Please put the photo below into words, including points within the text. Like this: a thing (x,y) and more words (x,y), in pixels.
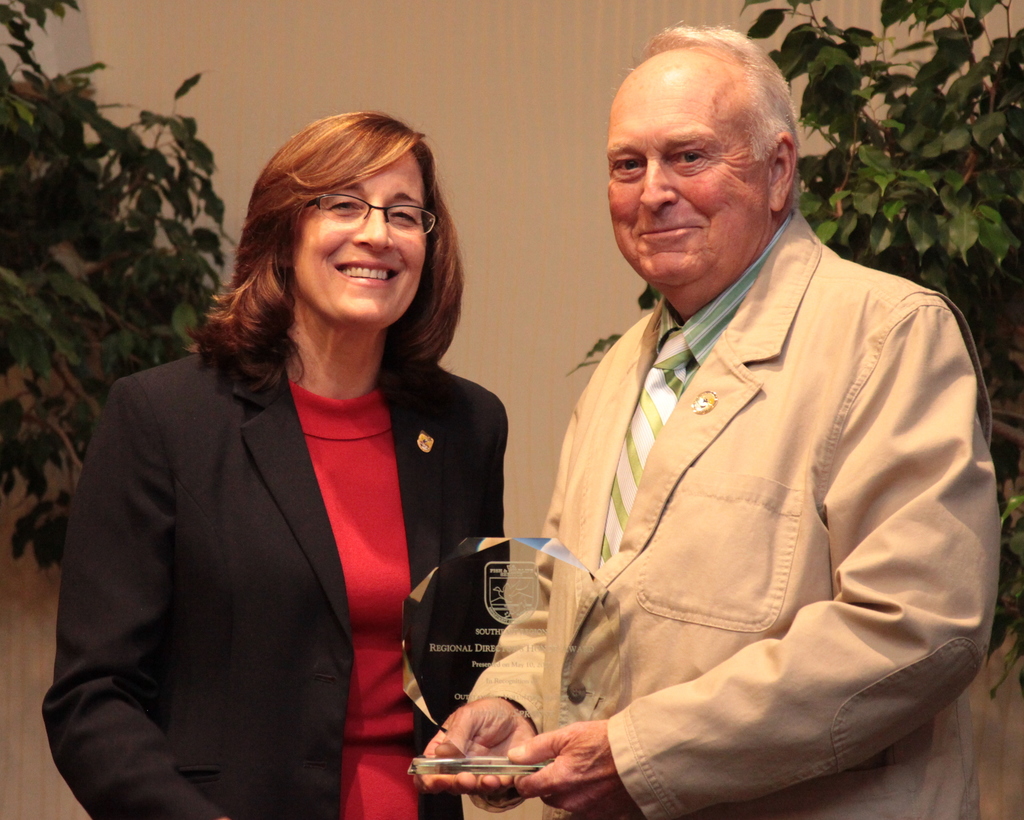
In this image I can see a woman (244,614) and a man (780,688) are standing and smiling. I can see the man (800,639) is holding a memento award (543,713) in his hand (510,738). In the background (492,39) I can see the cream colored surface (500,96) and few trees (148,250) which are green in color.
